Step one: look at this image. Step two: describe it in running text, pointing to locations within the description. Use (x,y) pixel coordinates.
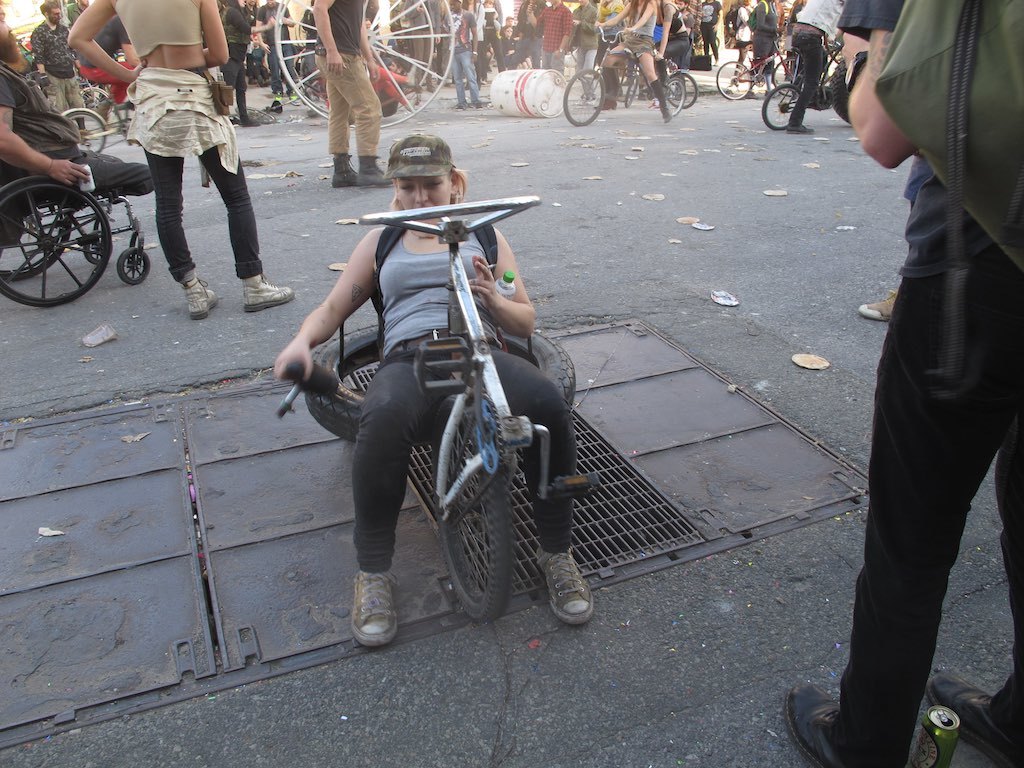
There is a woman (369,419) sitting on a wheel (541,352) of a bicycle (590,482). She is holding something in her hand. In the background (164,188) we can see a group of people (687,14) who are sitting on a wheelchair (25,187) and bicycles (779,53).
